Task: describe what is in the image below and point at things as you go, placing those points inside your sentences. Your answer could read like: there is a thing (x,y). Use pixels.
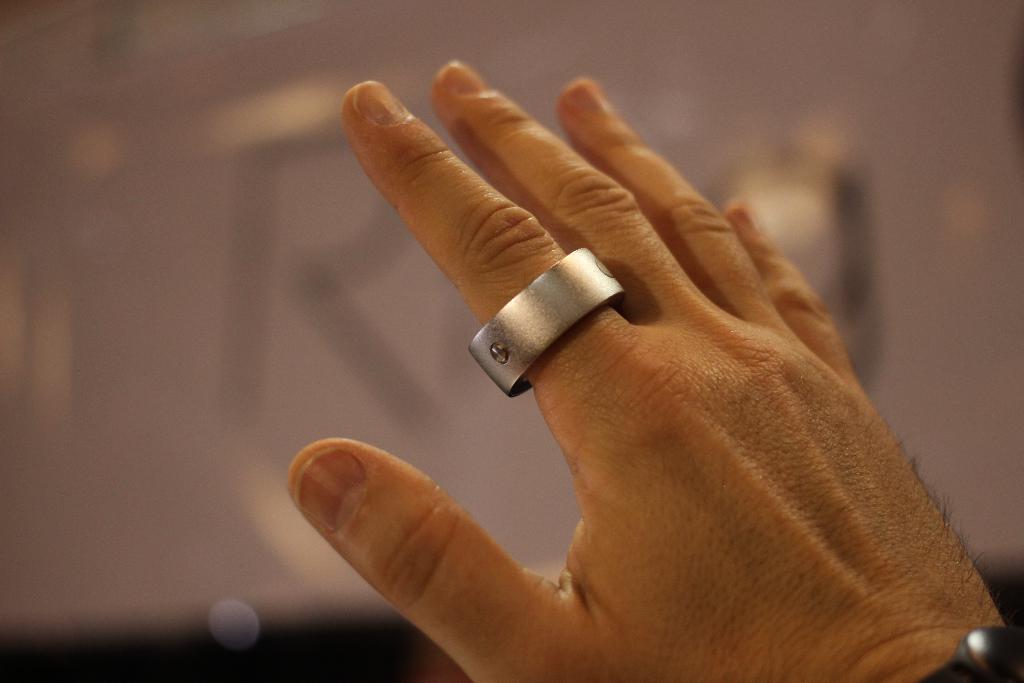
In this picture there is a person's hand (593,567), to the hand (713,355) there is a ring (527,310). The background (183,116) is blurred.
